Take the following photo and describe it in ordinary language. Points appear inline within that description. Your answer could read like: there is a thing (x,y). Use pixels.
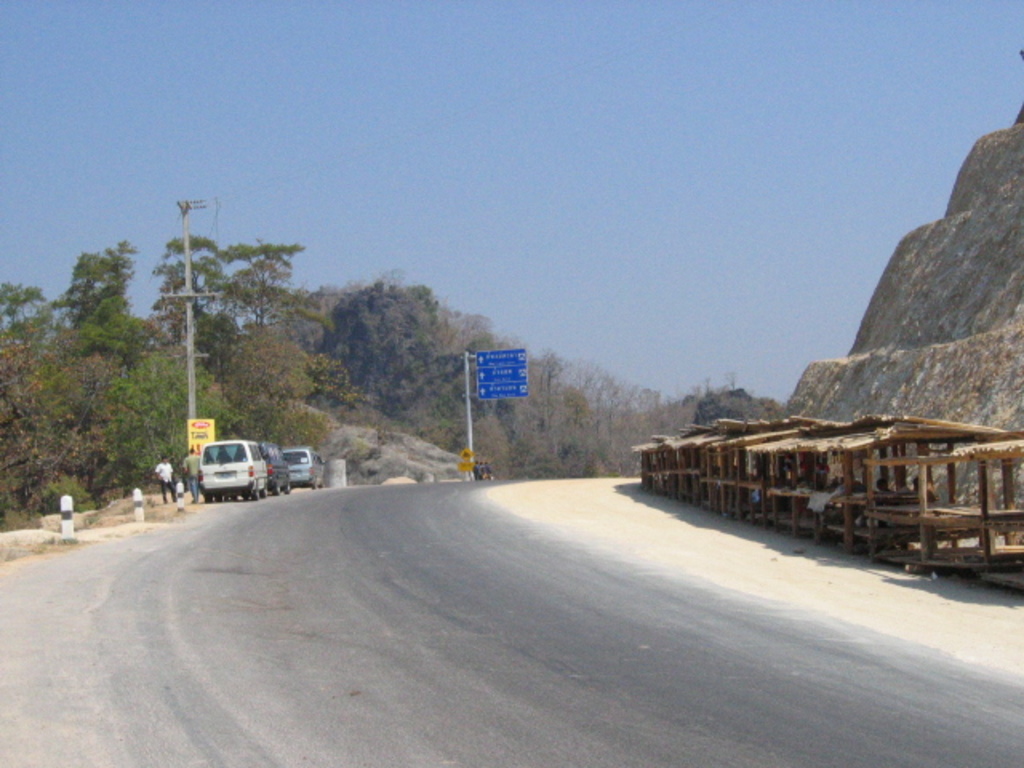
In this image we can see a road (347,598), vehicles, poles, boards (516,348), trees (63,485), mountain (1008,417), people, and few objects (981,573). In the background (665,255) there is sky (747,205).
